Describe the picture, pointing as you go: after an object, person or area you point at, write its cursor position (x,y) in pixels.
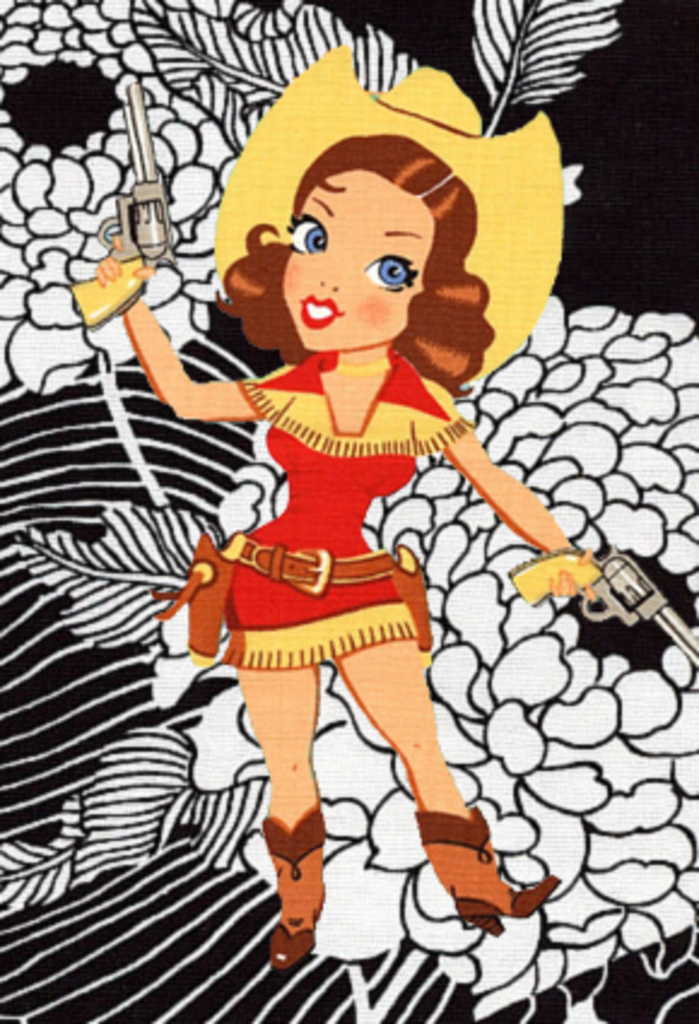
In this image I can see the cartoon picture in which I can see a woman (321,367) wearing red and yellow colored dress (337,487) and hat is standing and holding guns (170,230) in her hand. I can see the white and black colored background (593,242).
